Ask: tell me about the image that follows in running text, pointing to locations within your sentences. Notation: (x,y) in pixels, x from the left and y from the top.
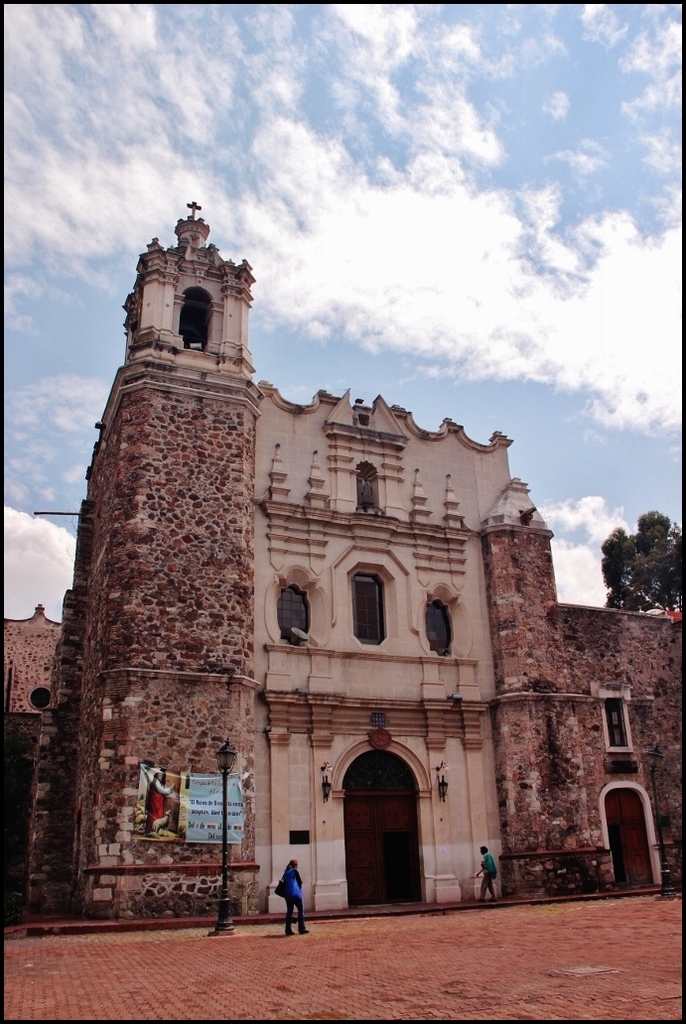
In this image we can see a building (211,623) with windows (291,628) and doors (350,801). Near to the building (358,866) there are few people (487,856). Also there is a light pole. And there is a banner (169,810) on the wall (131,755). In the background (254,154) there is sky (326,200) with clouds (417,278). On the right side (645,545) there is a tree (642,555).
